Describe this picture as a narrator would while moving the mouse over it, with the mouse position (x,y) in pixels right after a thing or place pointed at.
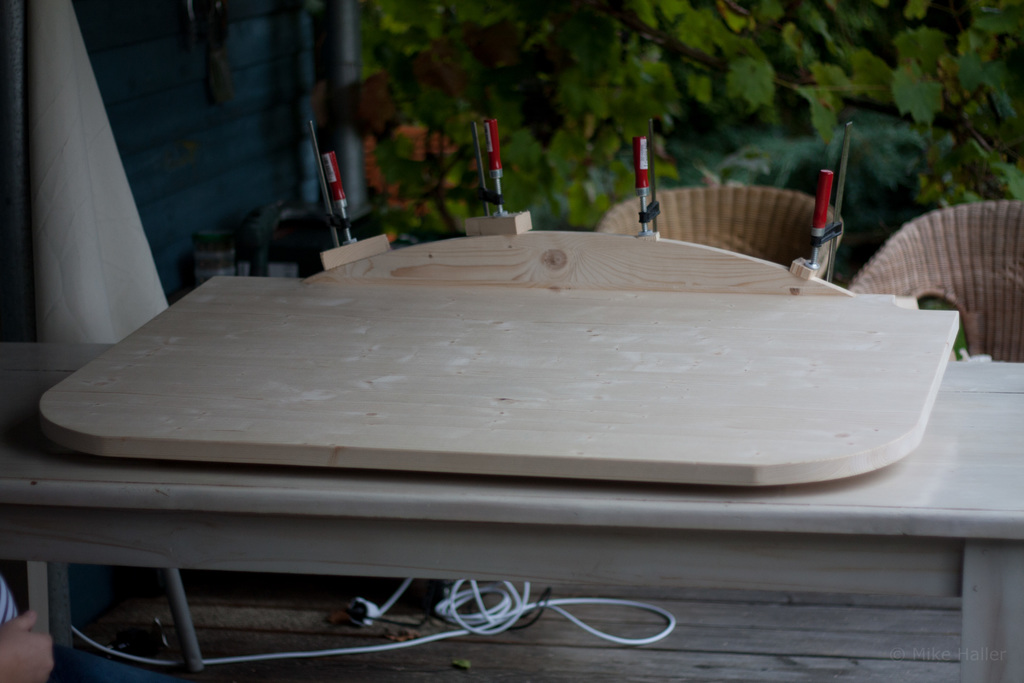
In the image in the center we can see one table (591,530). On table (680,523), we can see one wooden object (627,372). Below the table (703,531), we can see wooden floor (682,667), wires (596,631) and one person hand (9,672). In the background (558,131) we can see chairs (778,221), glass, trees (937,189), curtain (85,153) and few other objects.
